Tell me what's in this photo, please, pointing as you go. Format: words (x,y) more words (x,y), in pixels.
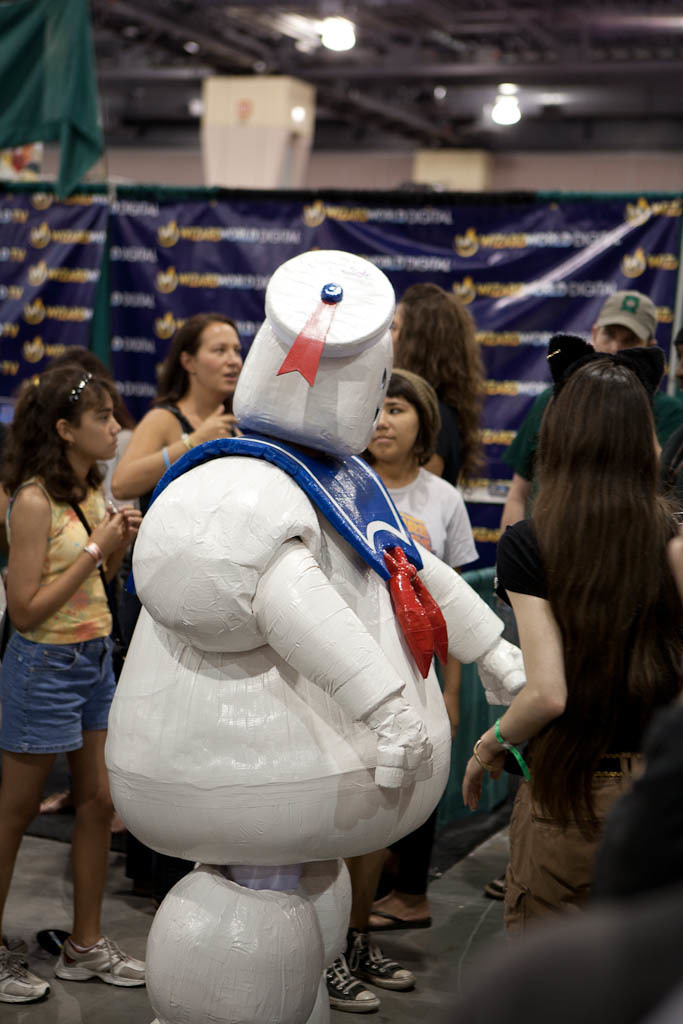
In this picture I can see few people (596,432) are standing and I can see a banner (255,288) with some text (386,264) and looks like a statue (371,530) in the middle (344,533).
